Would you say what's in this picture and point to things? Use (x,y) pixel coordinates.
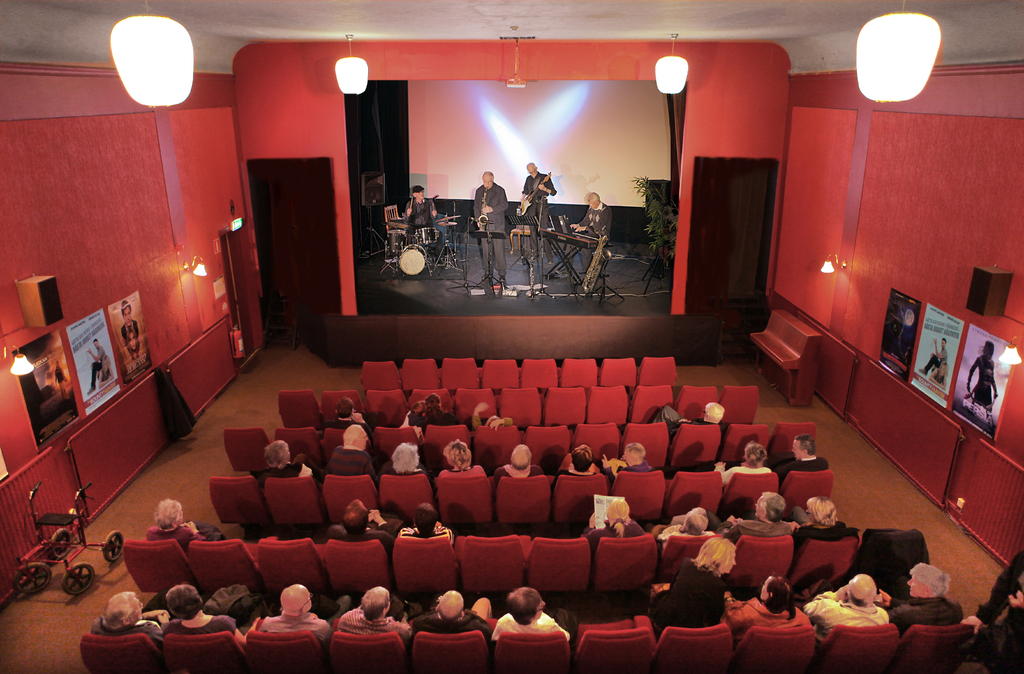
In the image there are a group of people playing musical instruments (553,237) on the stage (454,253) and behind them there is a projector screen (476,186), in the foreground (669,366) there are few people (287,607) sitting on chairs (290,481) and on the left side (78,508) there is an object (35,488) and there are some photos (46,374) attached to the wall (952,294) of the room (50,227).
